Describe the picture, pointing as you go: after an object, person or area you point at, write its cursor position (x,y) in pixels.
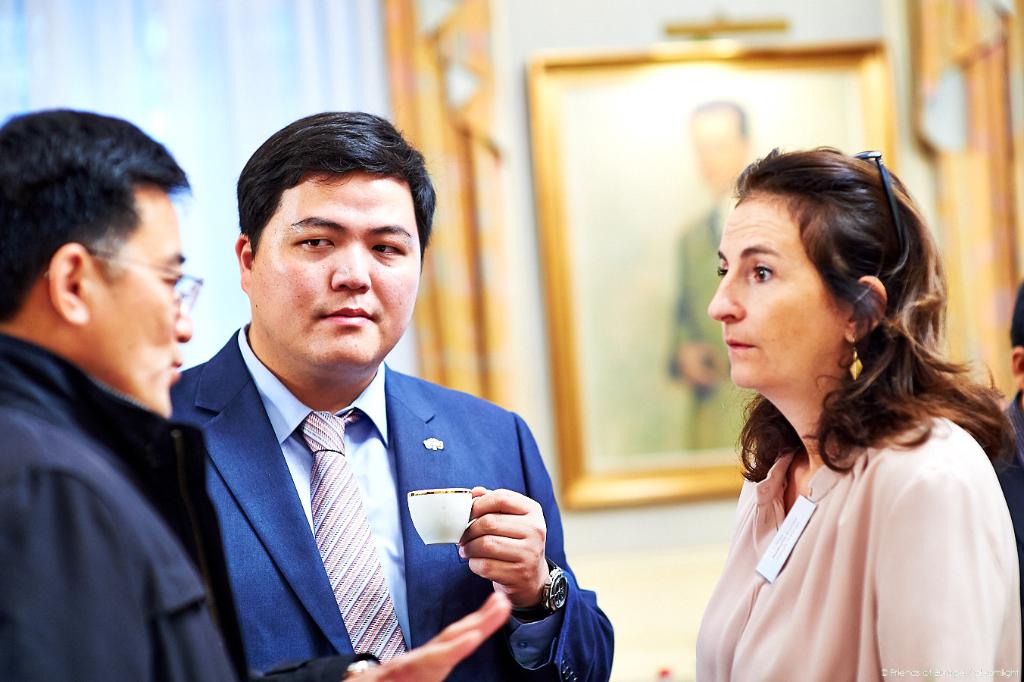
In this image, we can see persons (134,468) wearing clothes (949,466). There is a person (263,367) in the middle of the image (506,432) holding a cup (452,525) with his hand (465,537). There is a photo frame (668,177) on the wall (619,539).
